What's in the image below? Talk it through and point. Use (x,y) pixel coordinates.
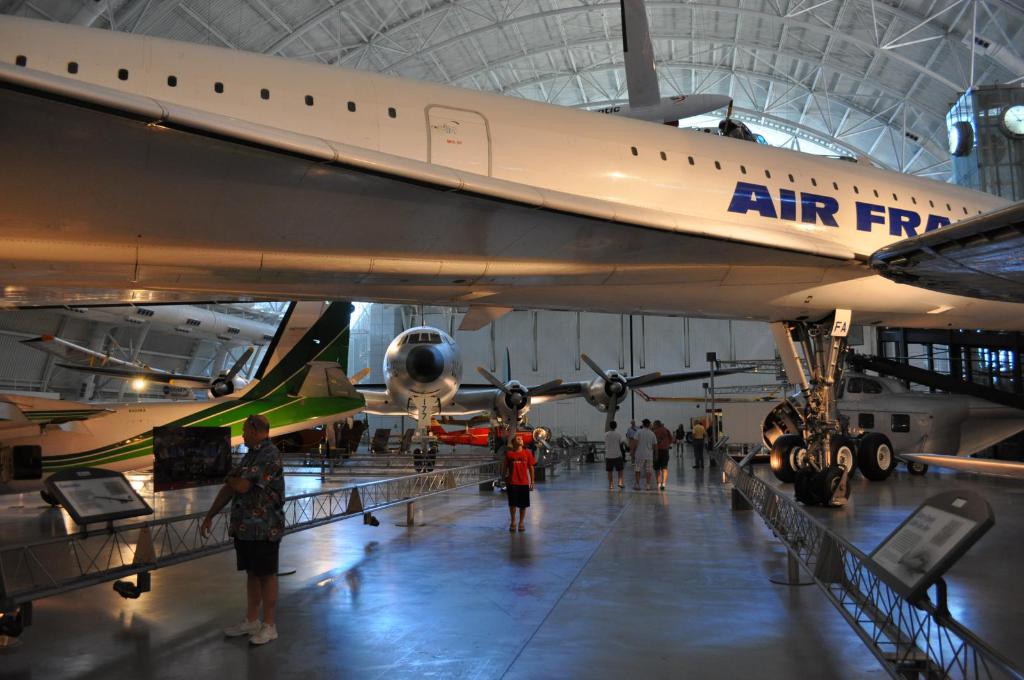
This picture is clicked inside the hall (694,354). On the left (254,506) we can see the two people (271,531) standing on the floor (397,606). In the center (640,436) we can see the group of people (648,455) seems to be walking on the ground (679,555). On both the sides we can see the metal rods (855,619) and the text (917,535) on the boards (938,534) and we can see the group of airplanes (796,282) parked on the ground (1008,501). At the top (808,47) there is a roof (826,71) and the metal rods (782,76) and we can see the text (909,221) on the airplane (924,208). In the right corner (1006,115) we can see the clocks (967,122) hanging on an object (994,152). In the background (678,354) we can see the light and many other objects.
